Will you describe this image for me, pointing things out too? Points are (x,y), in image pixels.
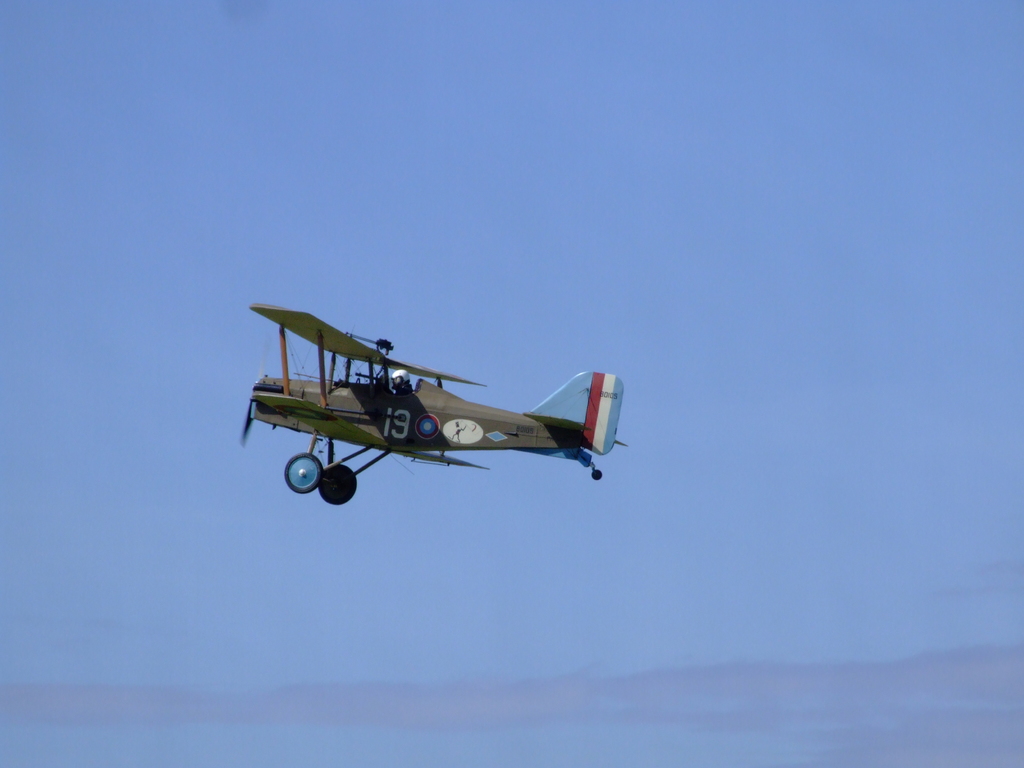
This picture is clicked outside. In the center (402,373) we can see a person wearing helmet (402,376) and flying an aircraft (368,441) in the air (279,299). In the background (857,99) we can see the sky (832,300).
